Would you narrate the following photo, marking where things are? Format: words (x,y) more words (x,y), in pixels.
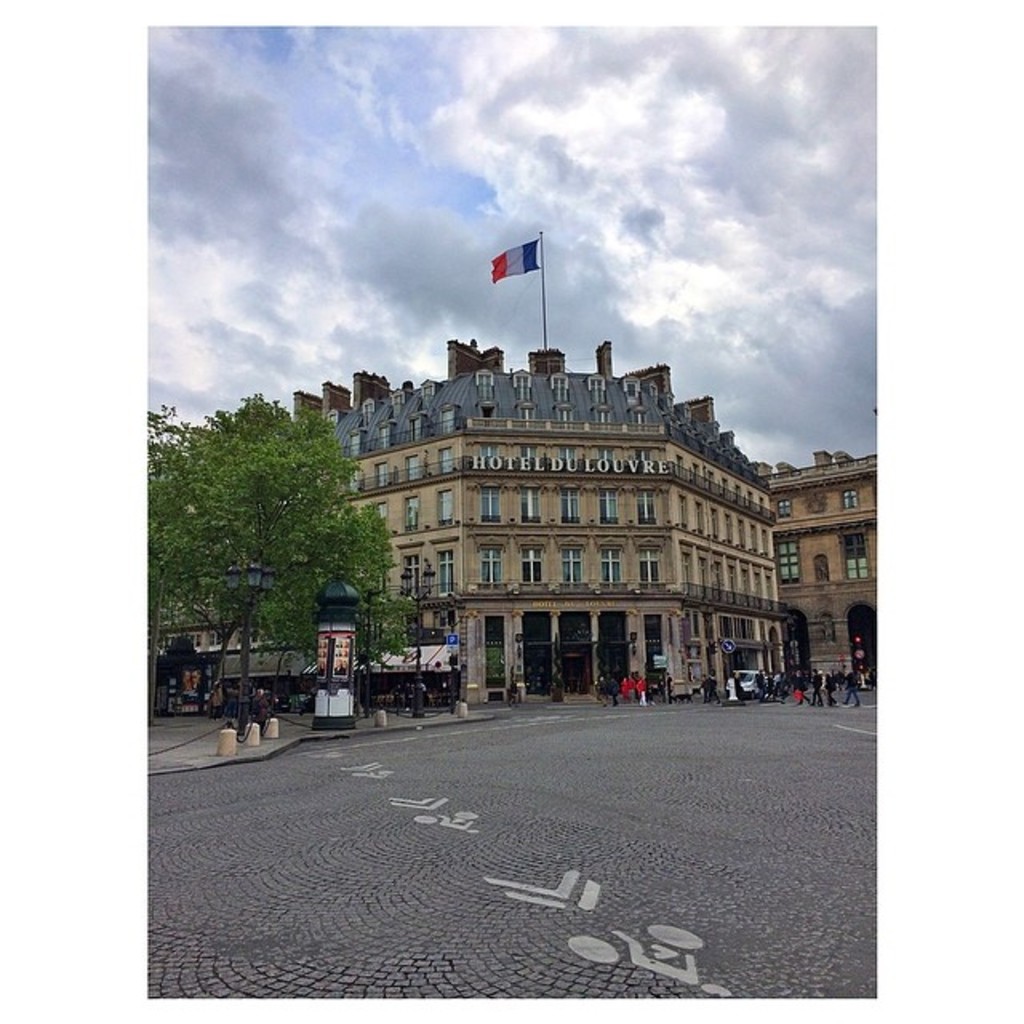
In this image there is the sky (559,192) towards the top of the image (557,151), there are clouds (519,139) in the sky (503,133), there is a building (679,547), there is text (646,471) on the building (550,464), there is a pole (542,273), there is a flag (521,260), there are windows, there is a tree (250,487) towards the left of the image (249,519), there is road (564,911) towards the bottom of the image (590,872), there are persons (628,690) on the road (676,718), there is a vehicle (750,684) on the road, there is a fencing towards the left of the image (184,743).
